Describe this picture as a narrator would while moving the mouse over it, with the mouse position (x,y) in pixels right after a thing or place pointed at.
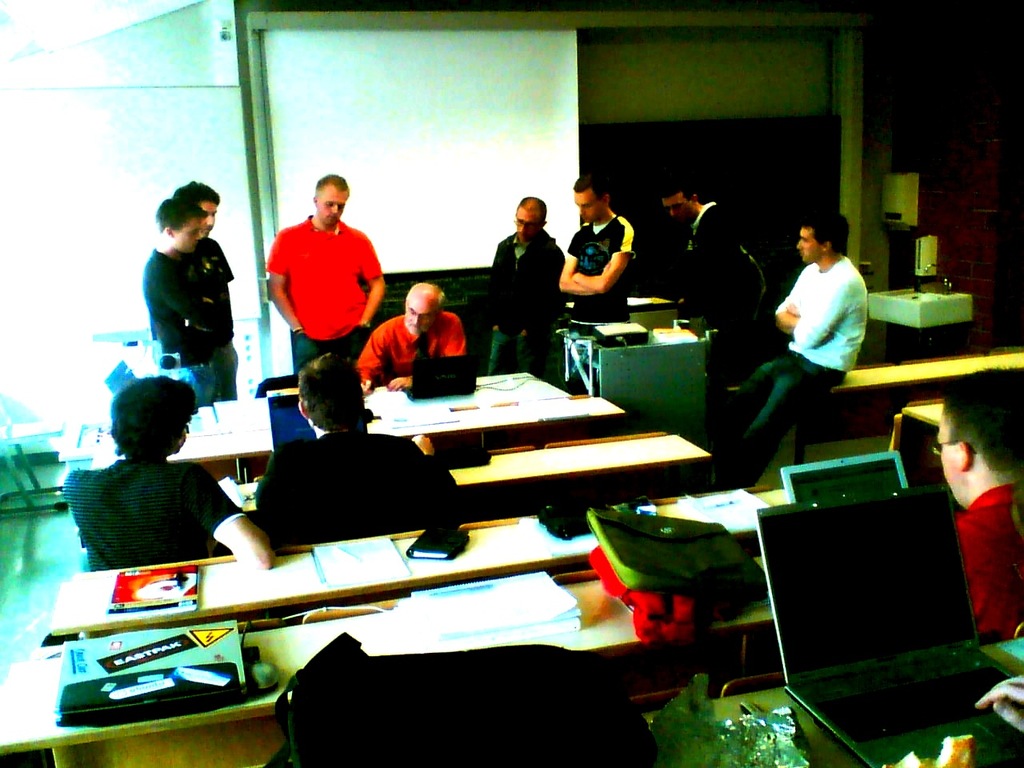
Few persons (391,464) are sitting on the chair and few persons (555,301) standing. We can see laptops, books (154,600), papers (692,501) on the table (106,575). On the background (540,91) we can see wall (876,109), screen (416,94). This is floor (37,535).
